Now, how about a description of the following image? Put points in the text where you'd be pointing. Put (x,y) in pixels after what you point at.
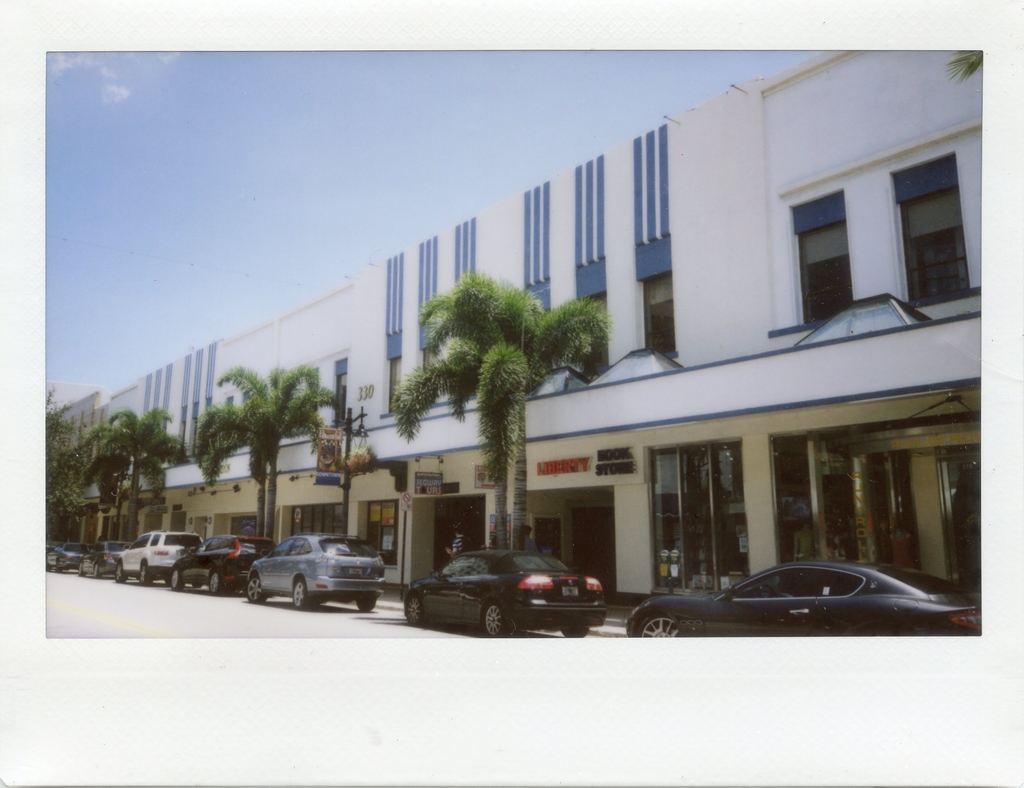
In this image, we can see trees (502,483) and some cars (496,587) in front of the building (568,261). There is a sky (505,155) at the top of the image (443,105).
